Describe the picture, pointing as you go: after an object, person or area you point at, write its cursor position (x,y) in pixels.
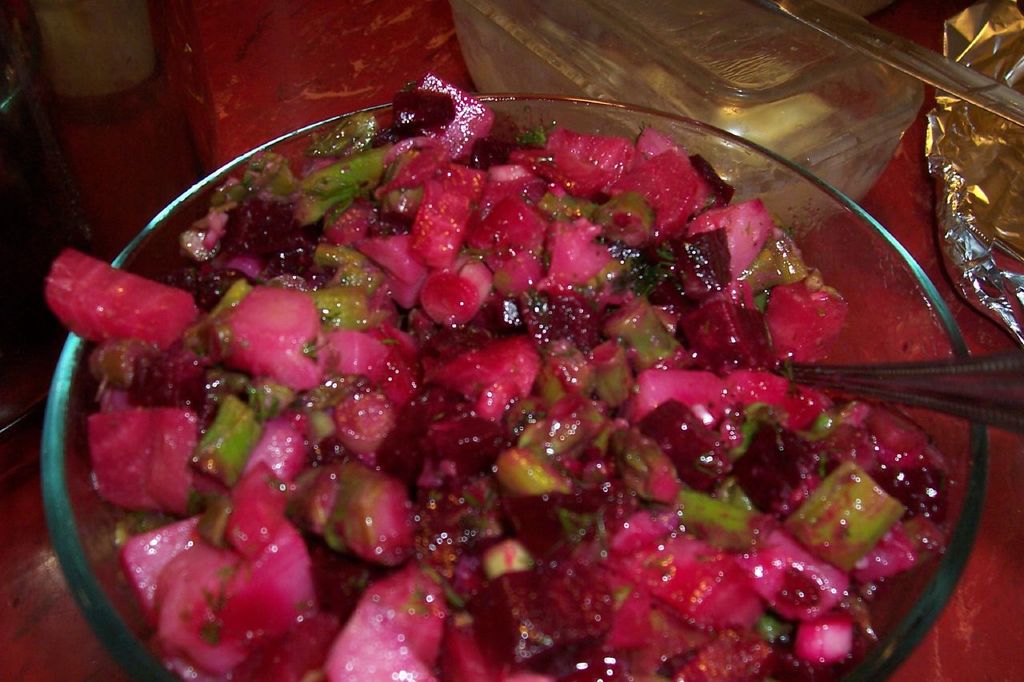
In this image there is a food item (548,355) with a spoon (834,383) in a bowl (294,163), beside the bowl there are some objects (55,56), the bowl (842,358) is on the red surface (204,131).
